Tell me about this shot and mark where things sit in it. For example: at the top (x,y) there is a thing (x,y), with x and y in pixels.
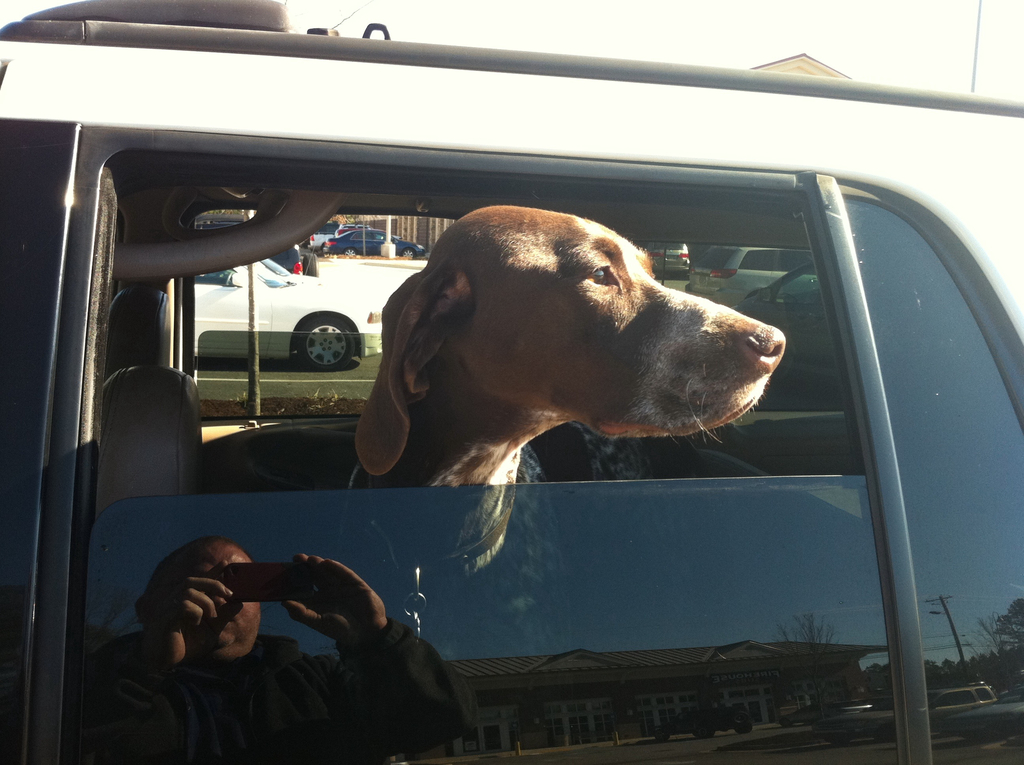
In the front of the image (703,353) I can see a dog (750,408) inside the vehicle (37,431). Through window (215,377) I can see vehicles (289,318) and poles (253,324). On this glass window (762,564) there is a reflection (322,578) of a person (363,632), vehicles (856,706), pole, trees (813,633), house (620,674) and sky (651,619). A person (140,677) is holding a mobile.
